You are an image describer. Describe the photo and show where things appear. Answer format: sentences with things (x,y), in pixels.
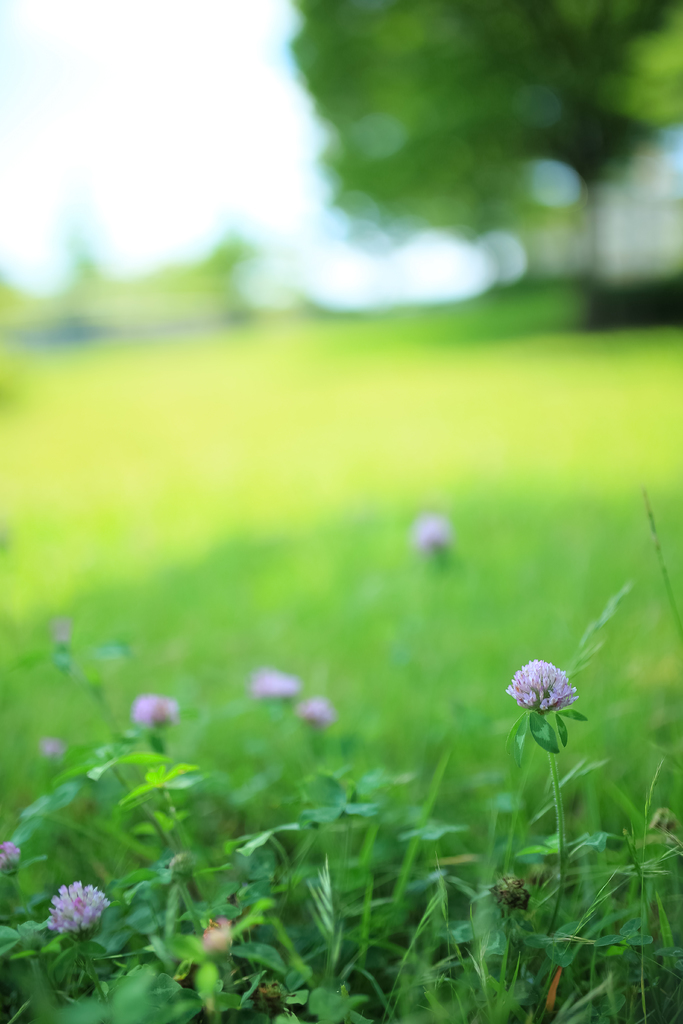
In this picture I can see flowers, there is grass (243,596), and there is blur background (627,107).
